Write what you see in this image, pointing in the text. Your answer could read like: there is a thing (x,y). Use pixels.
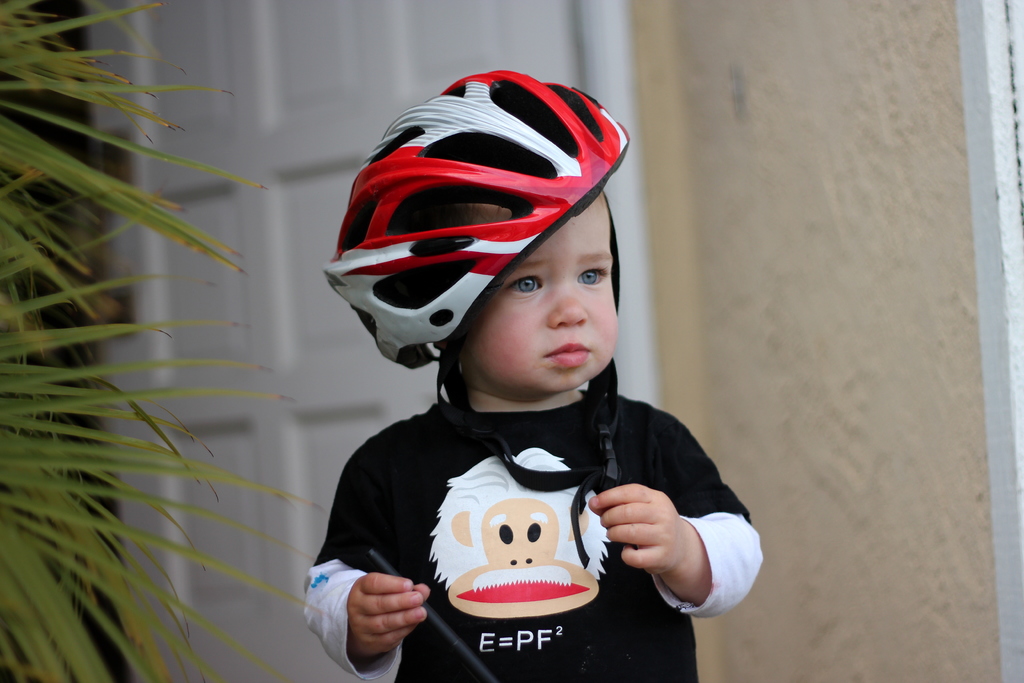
In the picture we can see a small boy (549,595) with a black T-shirt (611,595) and helmet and beside him we can see a plant (65,346) and behind it, we can see a door (207,300) which is white in color and beside it we can see a wall (827,219) which is cream in color.
